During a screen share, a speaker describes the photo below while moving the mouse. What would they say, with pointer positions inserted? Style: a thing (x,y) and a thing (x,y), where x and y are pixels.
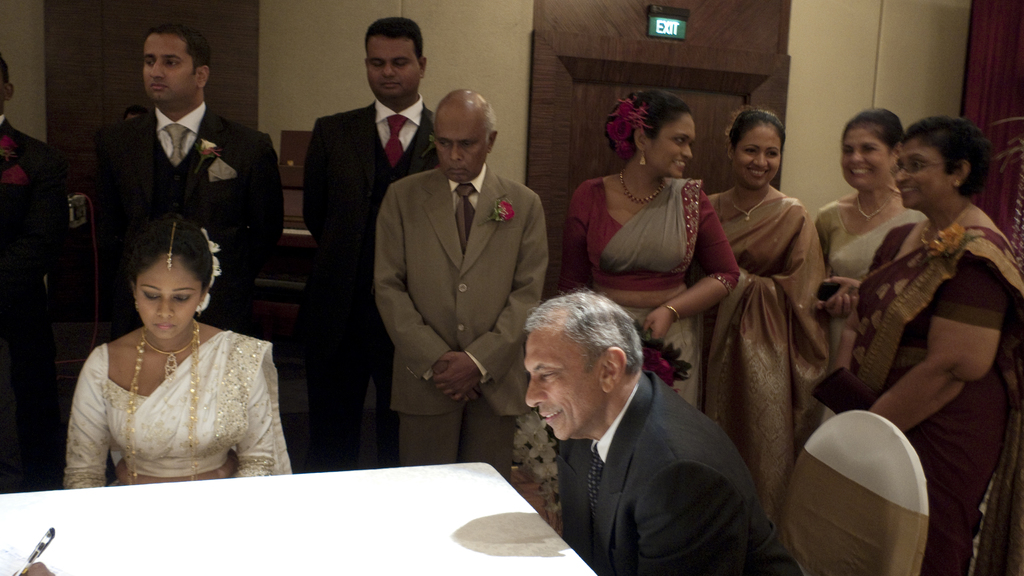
This image is taken indoors. At the bottom of the image (352,506) there is a table (221,505) and a person (49,571) is holding a pen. On the right side of the image (903,241) four women (780,237) are standing on the floor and a man (697,476) is sitting on the chair (837,515). On the left side of the image (203,250) a girl (205,399) is sitting on the chair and four men (345,186) are standing on the floor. In the background (317,101) there is a wall (362,90) with doors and a signboard (651,15).
